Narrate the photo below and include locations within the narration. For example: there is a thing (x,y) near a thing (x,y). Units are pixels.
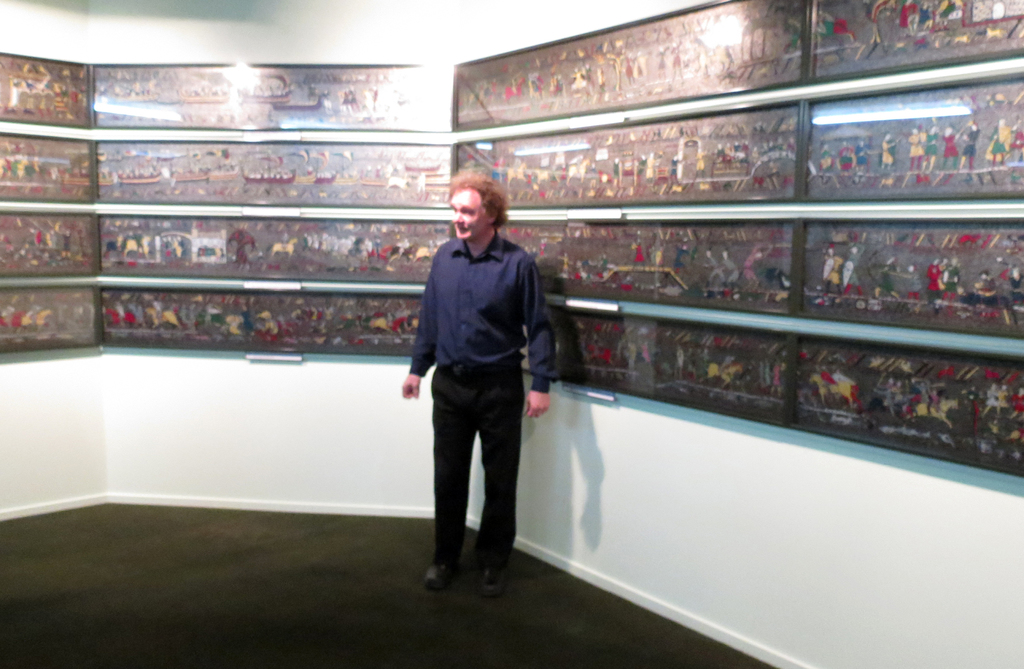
A man (533,258) is standing at the middle of an image (487,430). He wears a blue color shirt (455,316) and a black color trouser (497,486) in the right (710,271) it's a light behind him there are different pictures (561,250).
